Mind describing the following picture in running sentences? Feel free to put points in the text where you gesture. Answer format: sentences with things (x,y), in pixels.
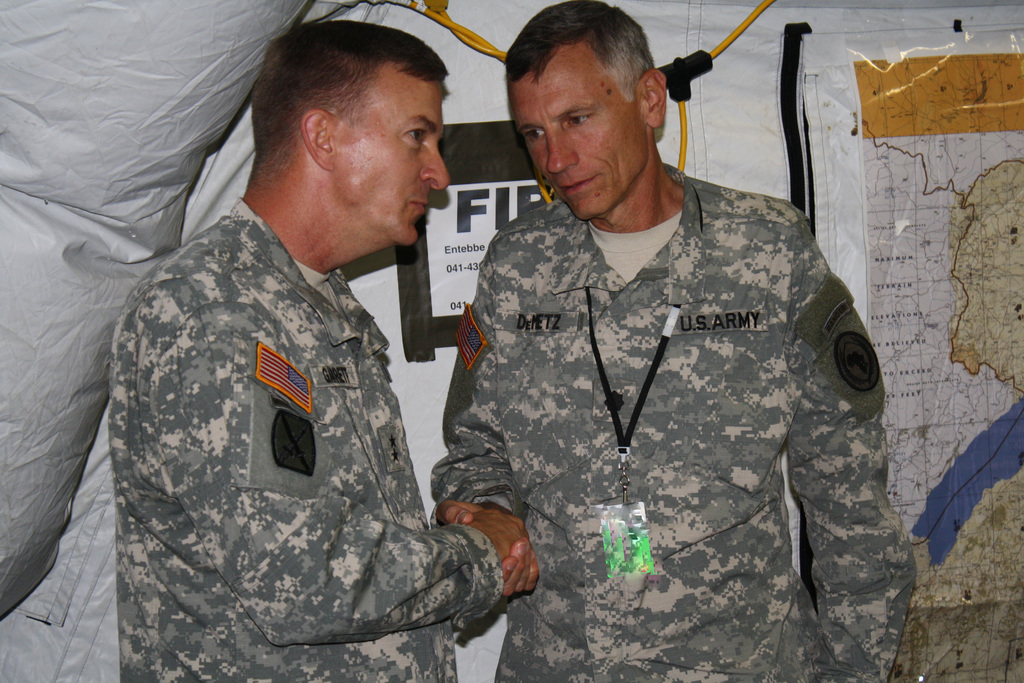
In the center of the image (544,335) we can see two mans (617,343) are standing. In the background of the image (900,71) we can see banner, wire (485,45) and poster (952,268).
